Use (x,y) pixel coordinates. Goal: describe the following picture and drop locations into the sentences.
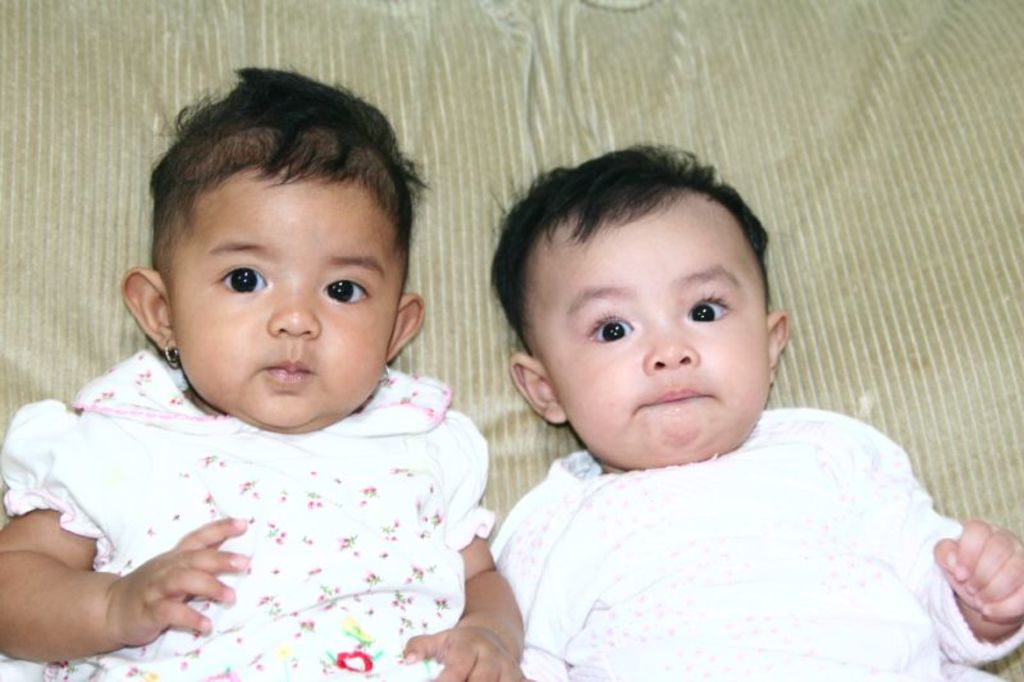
In this image in the center (644,300) there are two babies (605,339), and in the background (434,107) there is a blanket (147,158).
